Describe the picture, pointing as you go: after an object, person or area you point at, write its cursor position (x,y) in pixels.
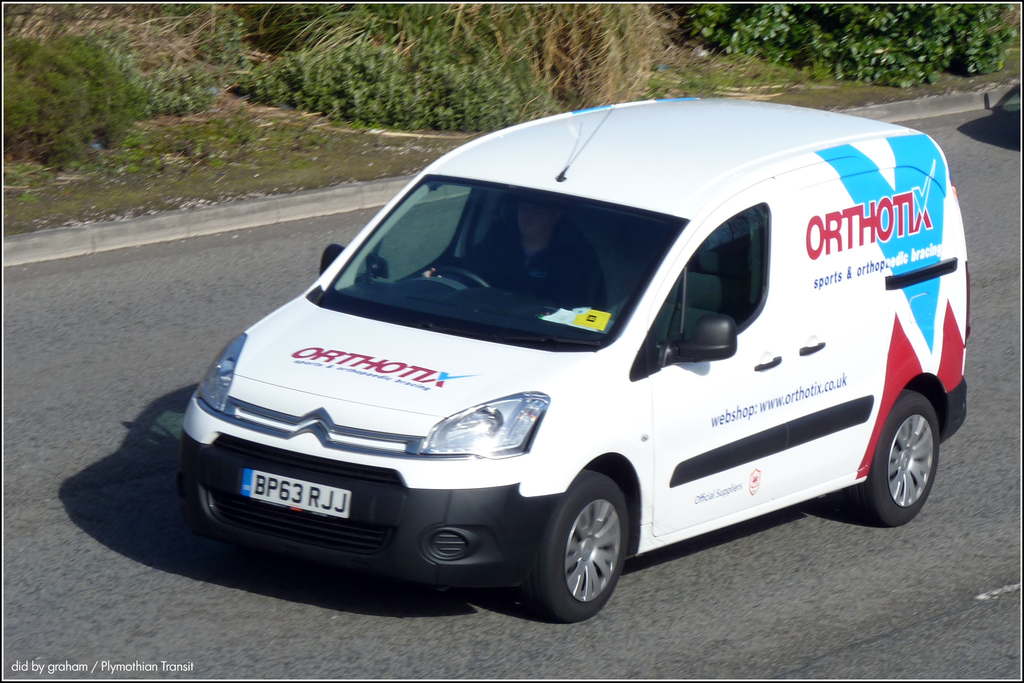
In this picture there is a white color car (541,281) moving on this road (174,337). In the background (478,54) there are plants (655,66).
